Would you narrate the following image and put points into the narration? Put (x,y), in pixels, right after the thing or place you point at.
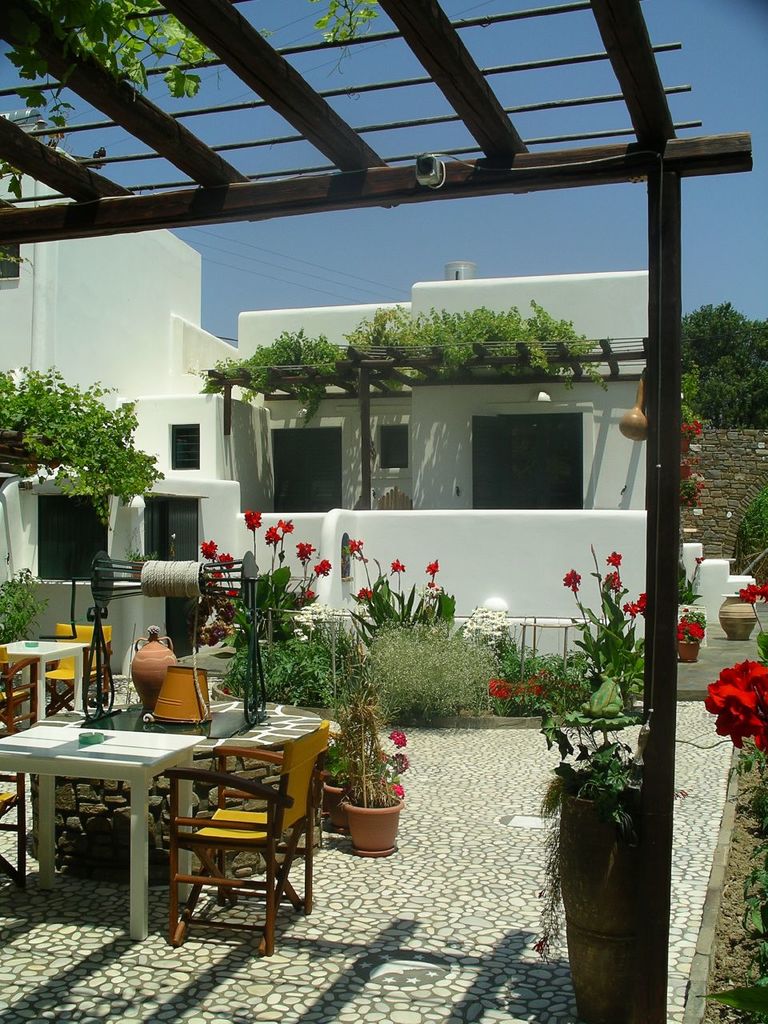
In this image there is a table (46,827) and chair (218,837) at the left side of image (55,673) and there is a well (299,708) beside it. Bucket (177,690) and pot (153,699) are in it. There are few pots (380,837), plants (344,645) at the middle of image (290,652). Backside there is a house (112,668). Right side (754,740) there is a flower (712,710). There is a wall (751,455) behind there is a tree (764,344). Sky (51,103) is at top of image (764,138).
